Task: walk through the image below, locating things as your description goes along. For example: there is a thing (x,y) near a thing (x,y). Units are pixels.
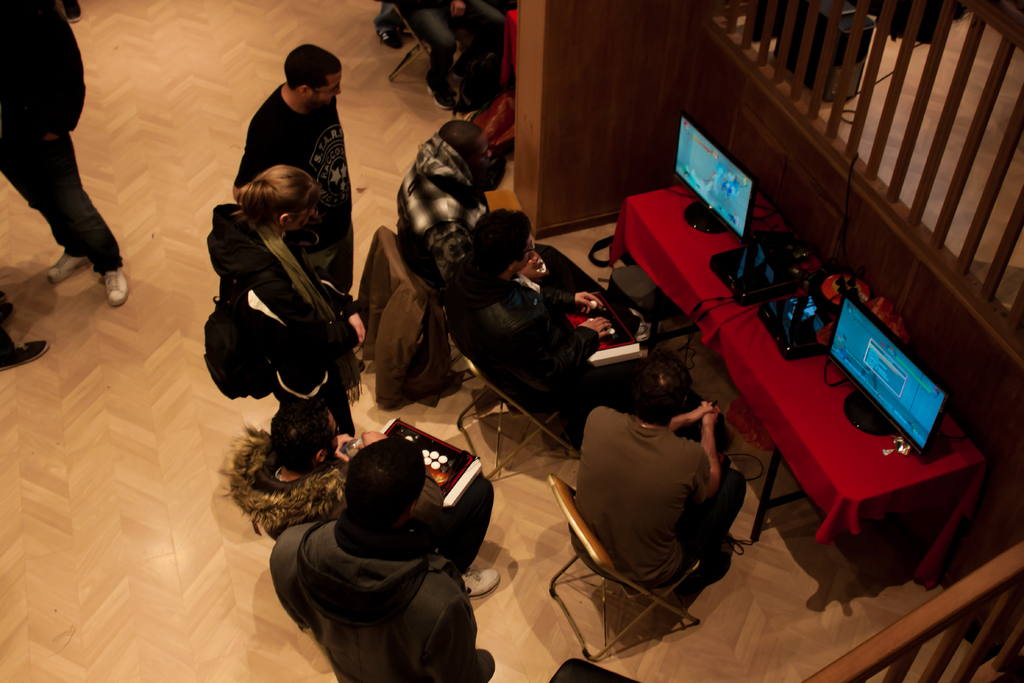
In this image I can see few persons (334,659). There are two computers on the table (787,391).
